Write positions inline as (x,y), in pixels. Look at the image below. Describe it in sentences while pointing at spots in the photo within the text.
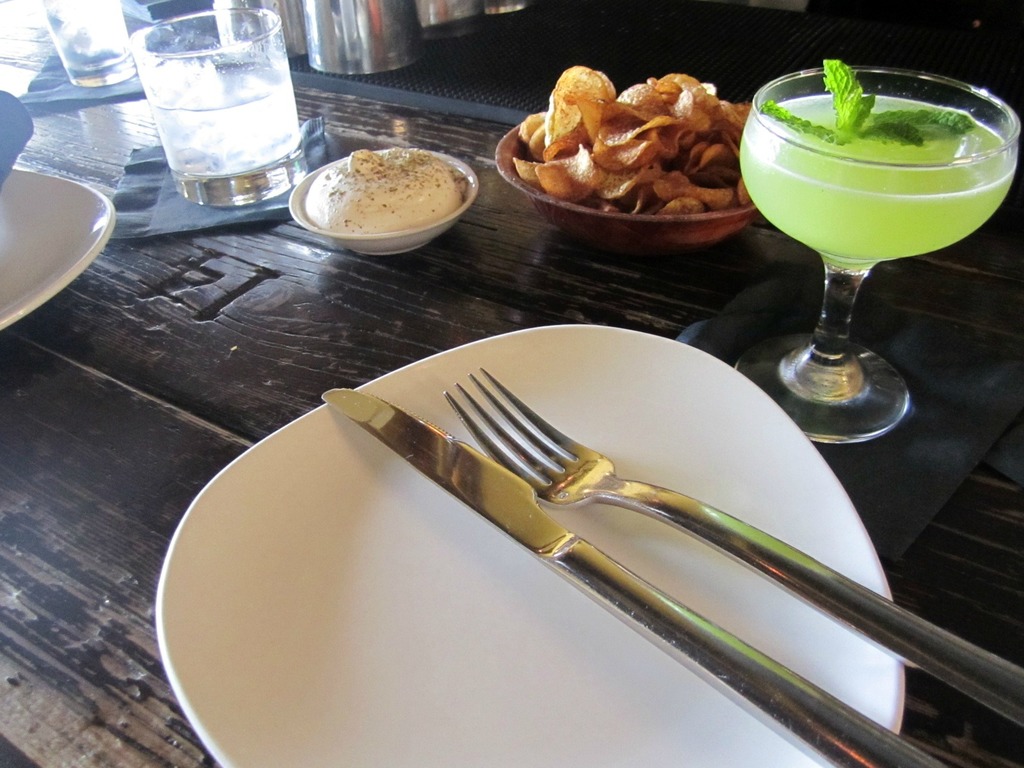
There are some eatables (643,199), few glasses (80,38), plates (544,368), fork (582,481) and knife (506,500) arranged on a table (117,159).
